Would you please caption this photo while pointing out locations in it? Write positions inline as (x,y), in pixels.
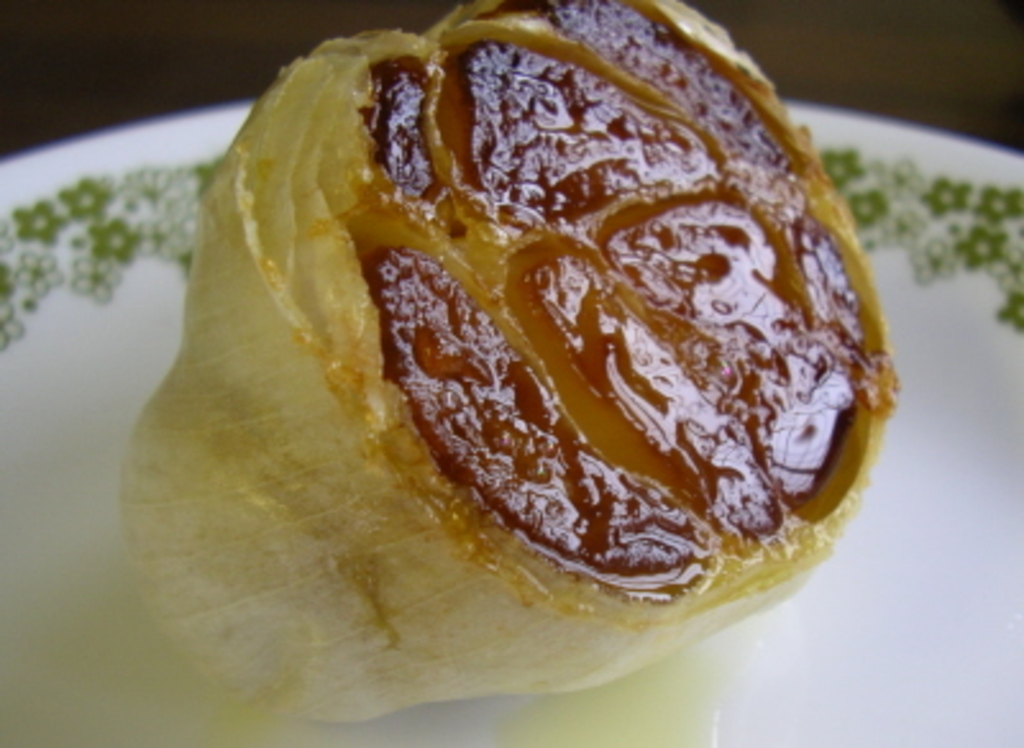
In this picture we can see food (603,278) in a white plate (962,362).
